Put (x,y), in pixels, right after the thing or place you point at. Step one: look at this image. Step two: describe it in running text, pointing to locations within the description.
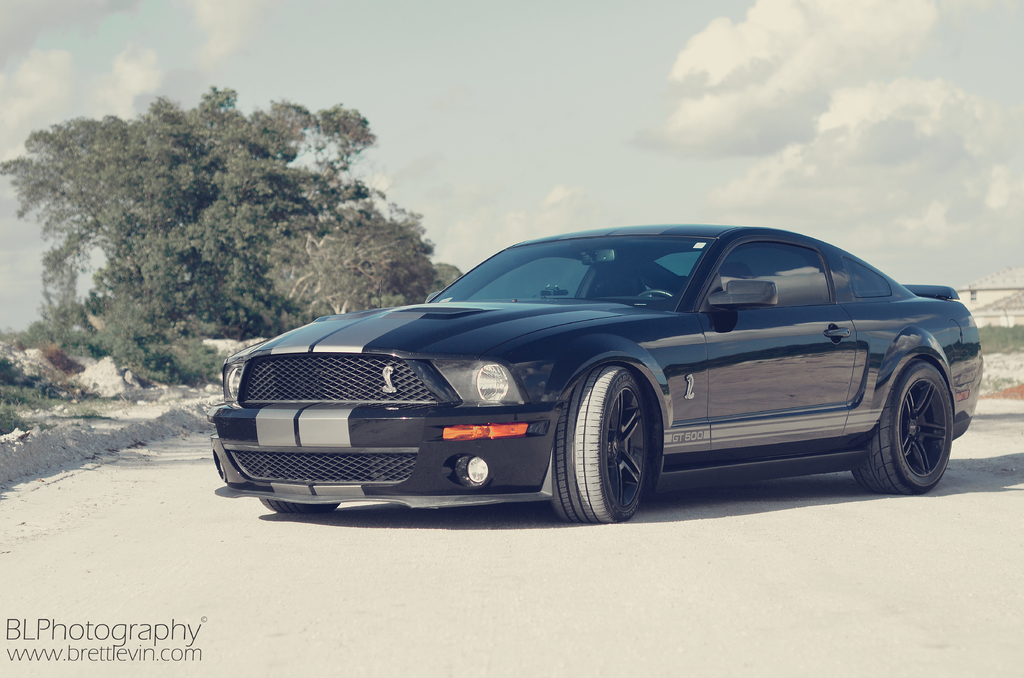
This image is taken outdoors. At the bottom of the image (272,541) there is a road (894,531). On the left side of the image (109,223) there is a tree (234,252) and there are a few plants (92,348) on the ground (184,388). In the middle of the image (528,245) a car (769,279) is parked on the road (91,482). At the top of the image (728,220) there is a sky (788,109) with clouds (861,127).
